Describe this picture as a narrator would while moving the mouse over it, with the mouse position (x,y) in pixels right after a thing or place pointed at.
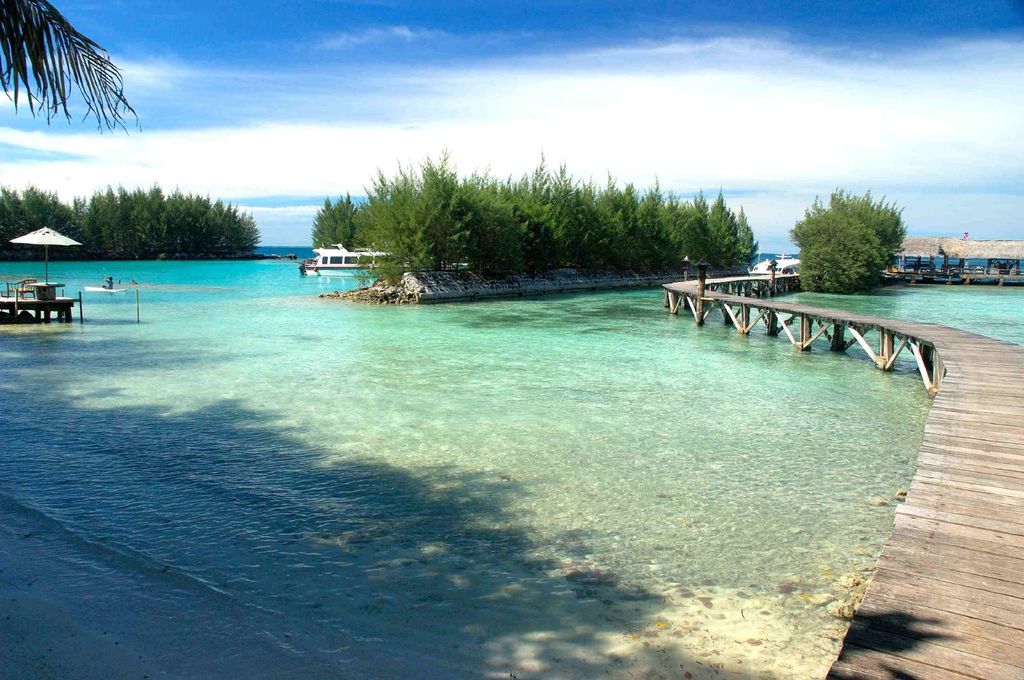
In this picture I can see the wooden path (948,507) on the right (963,545) and I can see the water (244,300) and number of trees (330,241) in the center of this picture (652,247) and I see few boats (795,266). In the background (339,123) I can see the sky (871,85). I can also see an umbrella (41,242) on the left center of this picture (65,242).
